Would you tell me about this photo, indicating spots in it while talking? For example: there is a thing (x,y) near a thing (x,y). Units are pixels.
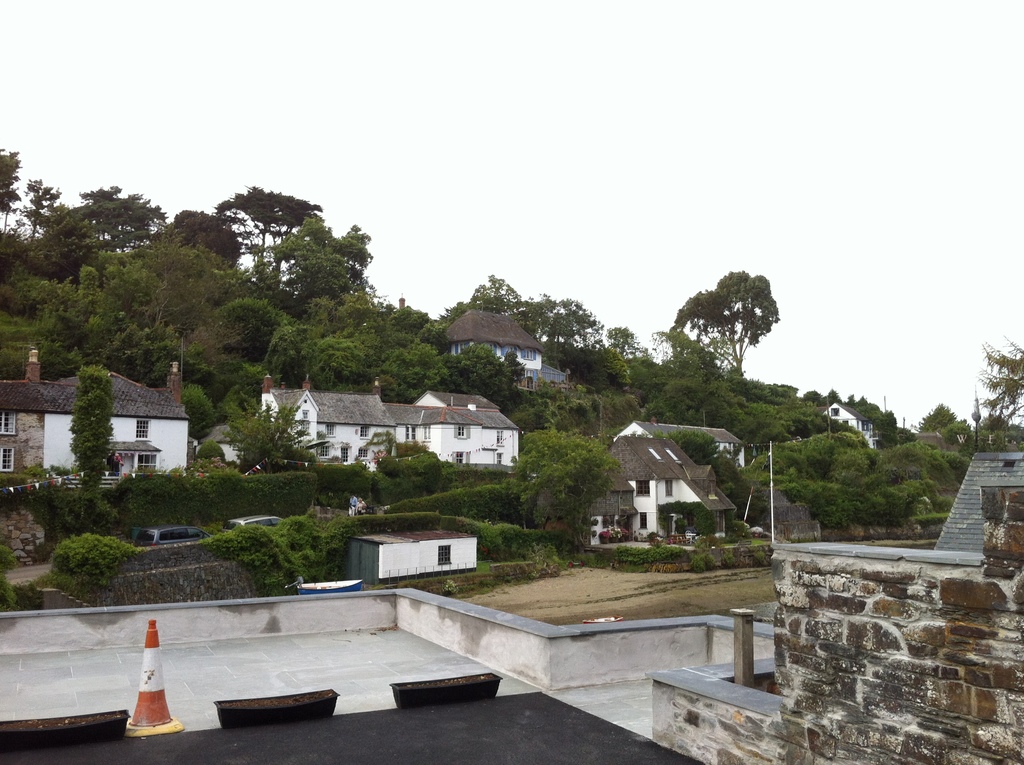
In this image there is a sky (544,140), there are trees (207,398), there are houses (375,420), there are vehicles (192,541), there is a pole (771,492), there is a wall (899,668) towards the right of the image (918,670), there is an object (146,688) placed on the floor (125,681).
